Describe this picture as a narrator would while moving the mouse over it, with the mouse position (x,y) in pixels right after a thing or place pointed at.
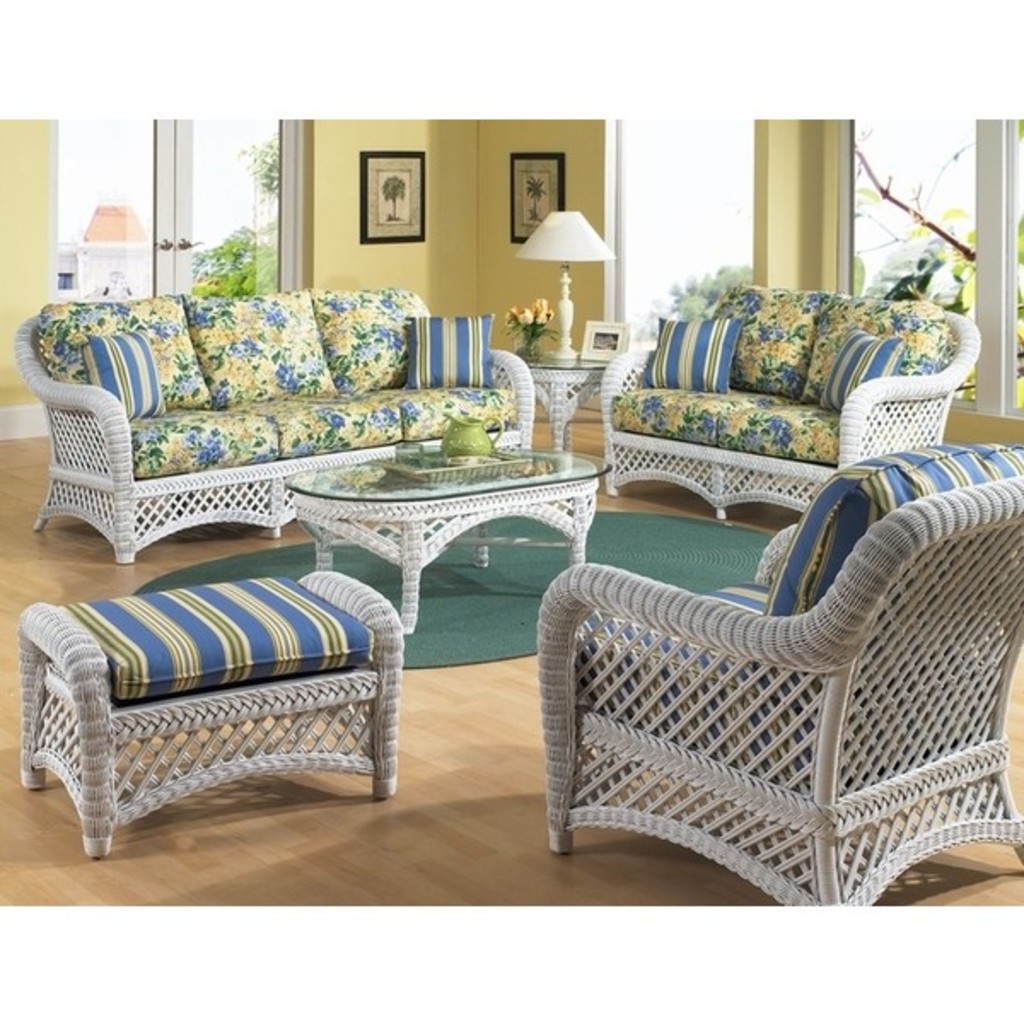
This image has a sofa set (763,757) a table (456,483) in the middle (530,514). Underneath there is a carpet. On table (408,489) there is a tray (488,460) on which a jug (455,455) is there. In between sofa (511,373) there is a table (547,411) on which flower vase (540,338), lamp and picture frame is there. Two picture frames (422,156) are attached to the wall (497,267). At the background (261,248) there is a building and trees (252,231).
